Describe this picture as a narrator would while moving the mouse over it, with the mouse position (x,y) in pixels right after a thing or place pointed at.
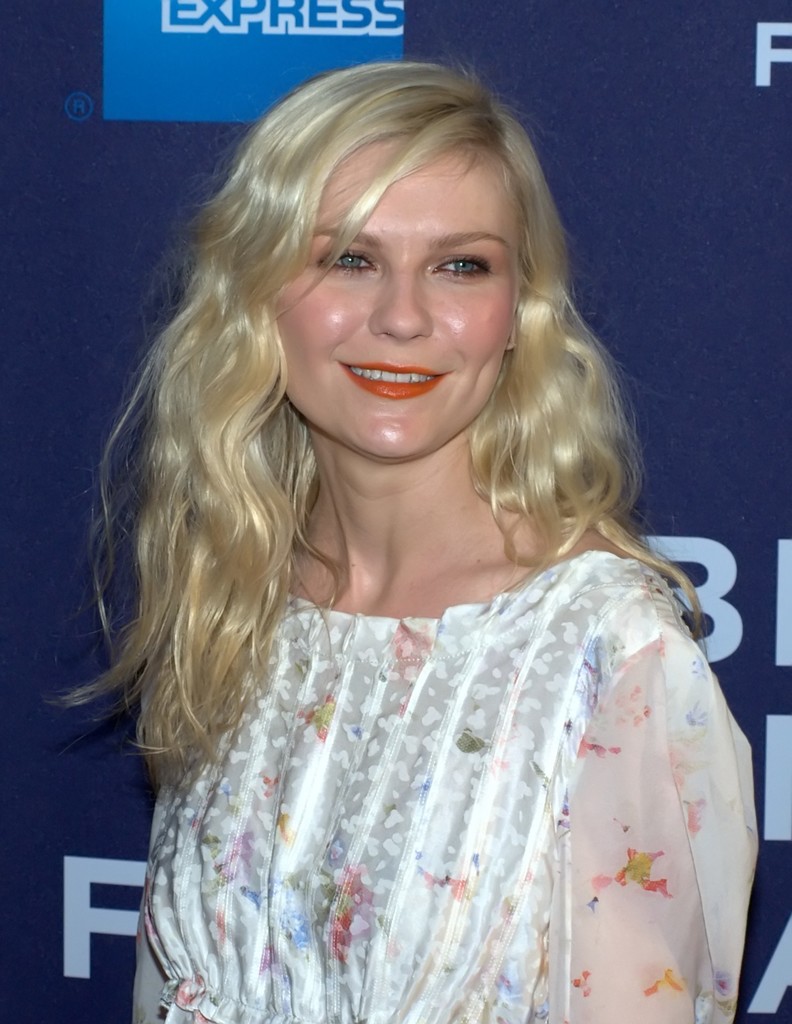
There is a lady (371,569) standing and smiling. In the back (225,55) there is a blue wall (736,458) with something written on that.
